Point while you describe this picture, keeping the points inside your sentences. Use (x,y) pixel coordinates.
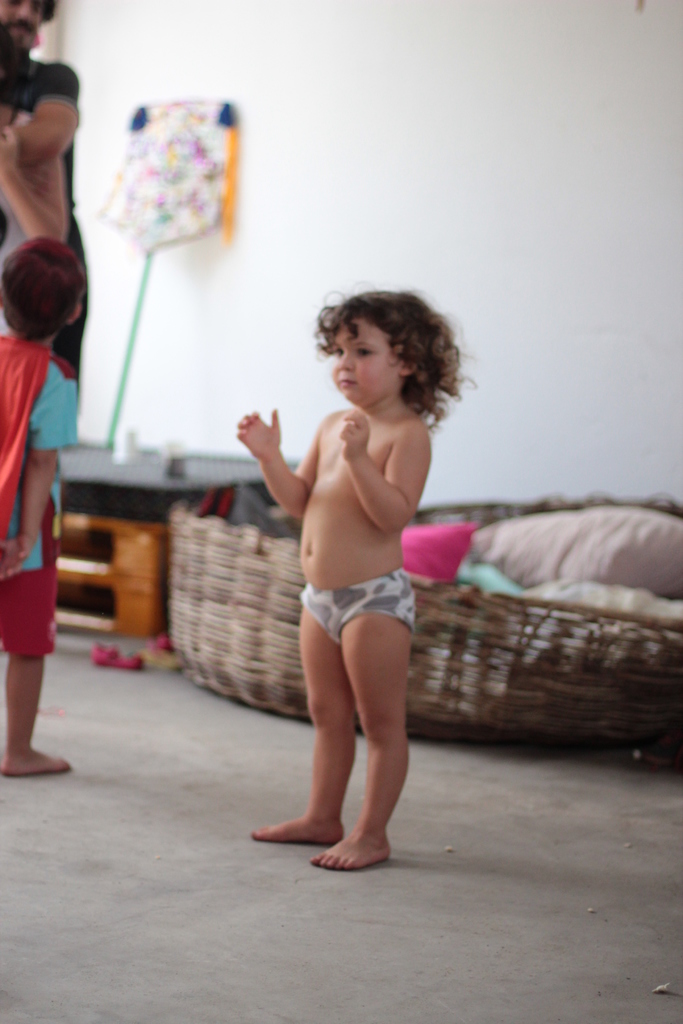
In the center of the image (245,423) there is boy (416,305). At the left side of the image (1,472) there is a another boy (10,666) wearing a green color t-shirt (56,494). In the background of the image (274,240) there is a wall (246,184). There is a table (191,454).
